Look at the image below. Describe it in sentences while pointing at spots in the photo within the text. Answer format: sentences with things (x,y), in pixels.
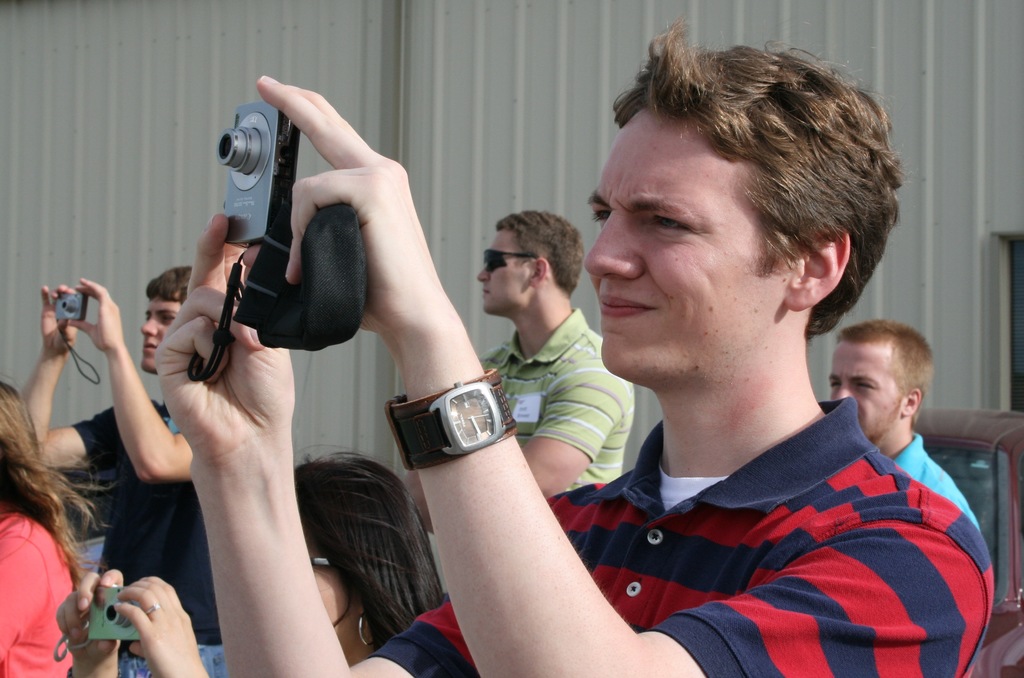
In a picture are standing and holding cameras (263,205) in their hands (256,353) and behind them there is a big steel sheet (513,116) and the vehicle (983,509) and at the right corner of the picture (859,581) one person (855,561) is wearing a red shirt (855,561) and watch (471,394) on his wrist (460,461).
